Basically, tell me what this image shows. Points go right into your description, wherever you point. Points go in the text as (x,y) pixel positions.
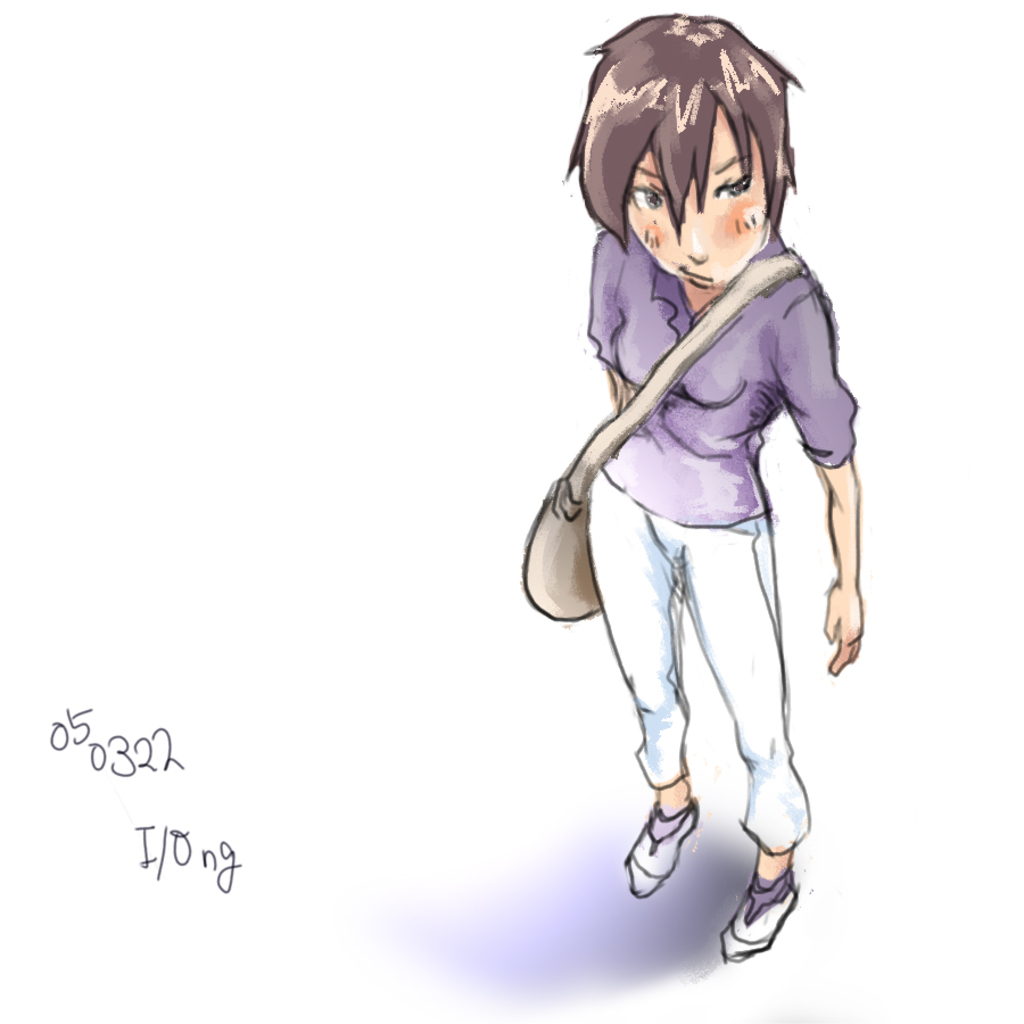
In the picture we can see painting (828,545) of a person (626,315) and there is text (165,759) written on it.
